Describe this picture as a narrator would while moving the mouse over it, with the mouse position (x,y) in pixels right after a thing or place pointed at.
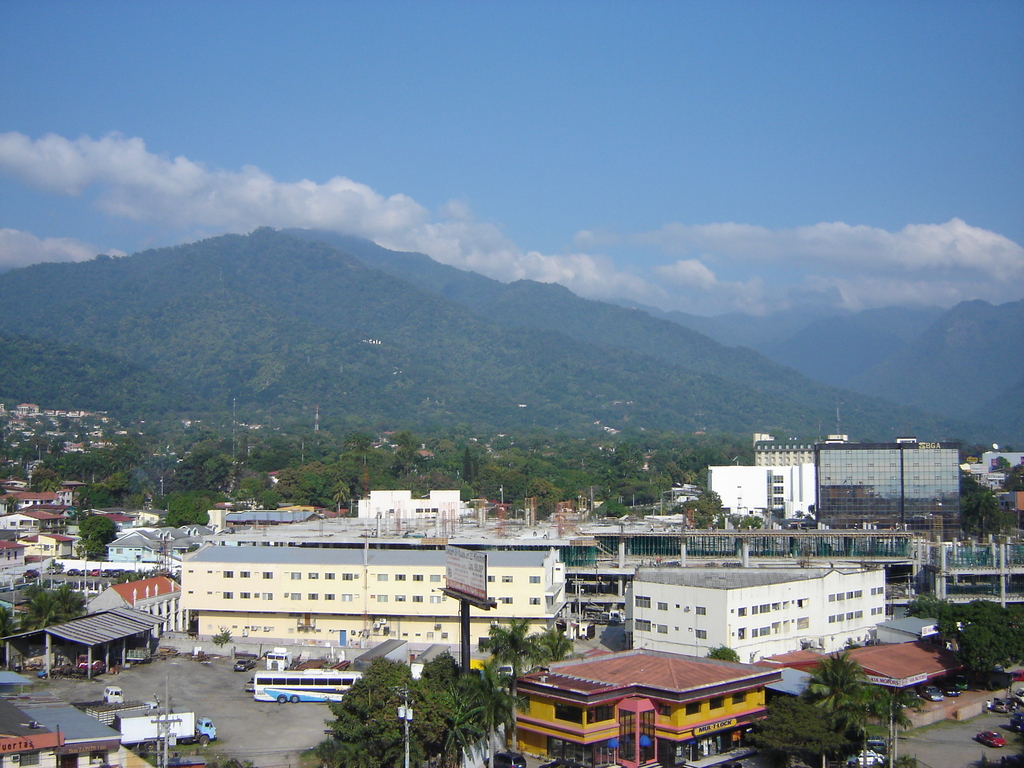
In this image, in the middle (401,446) there are trees (439,687), buildings (326,601), vehicles (278,675), sheds (63,640), poles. At the top (224,212) there are hills (513,353), sky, clouds (388,212).
